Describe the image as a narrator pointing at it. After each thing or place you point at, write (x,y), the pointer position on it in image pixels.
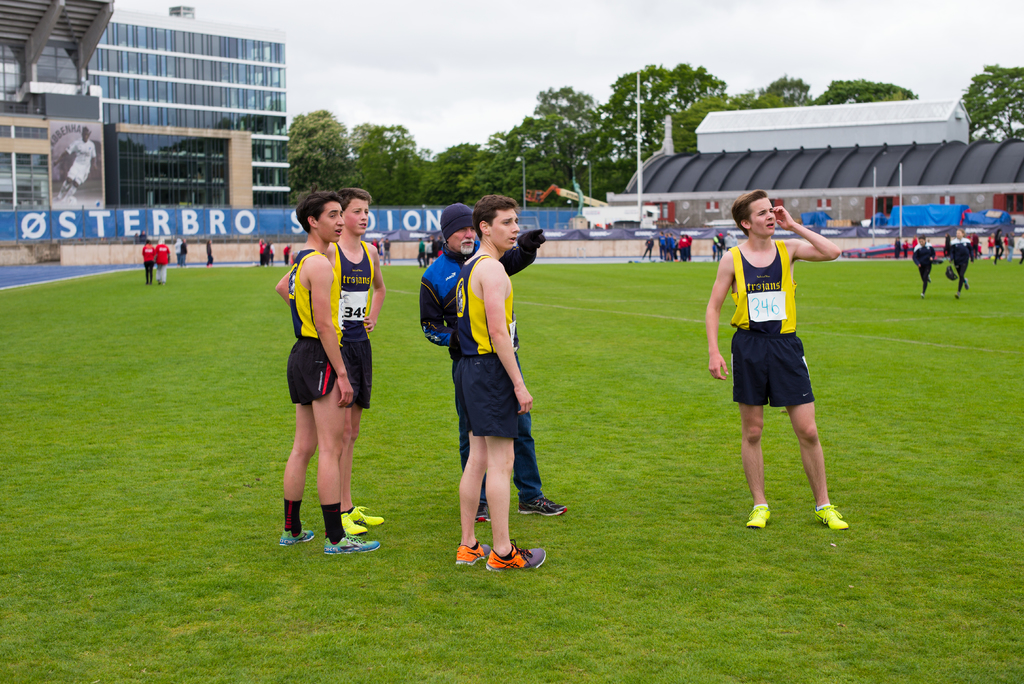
in this picture I can observe some people (381,286) standing on the ground (430,516). I can observe some grass (577,414) on the ground (593,431). In the background (183,121) there are buildings (169,154), trees (564,150) and sky (449,64).
